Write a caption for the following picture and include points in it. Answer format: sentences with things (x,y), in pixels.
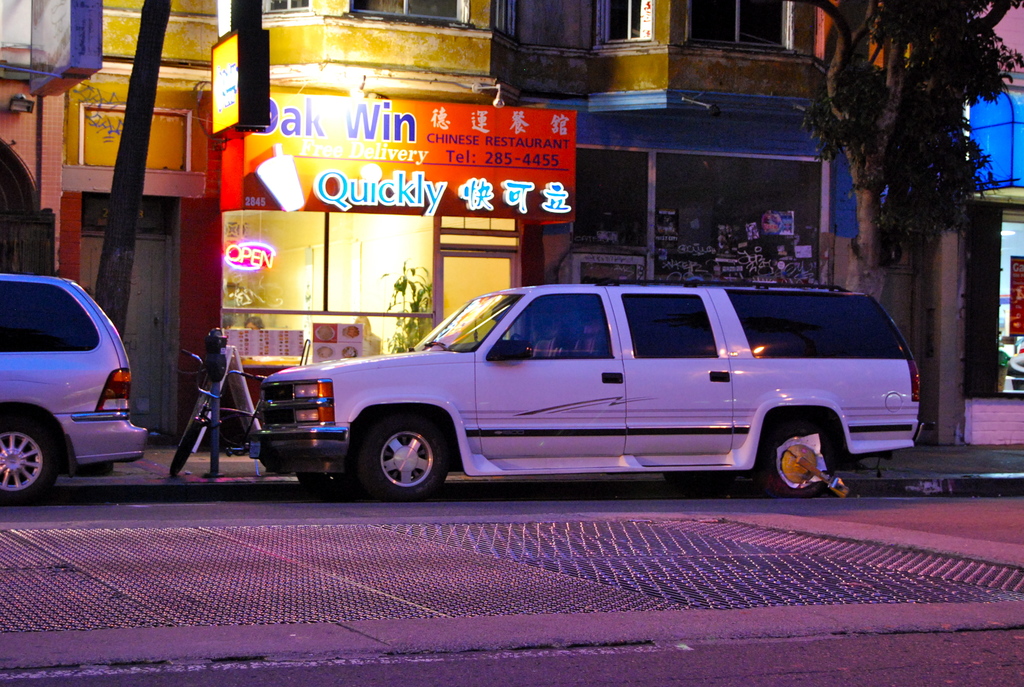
This image consists of store (422,177) in the middle (504,287). There are cars (509,453) in the middle (564,349). There is a cycle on the left side (178,452). There is a tree (924,148) on the right side (866,73).
